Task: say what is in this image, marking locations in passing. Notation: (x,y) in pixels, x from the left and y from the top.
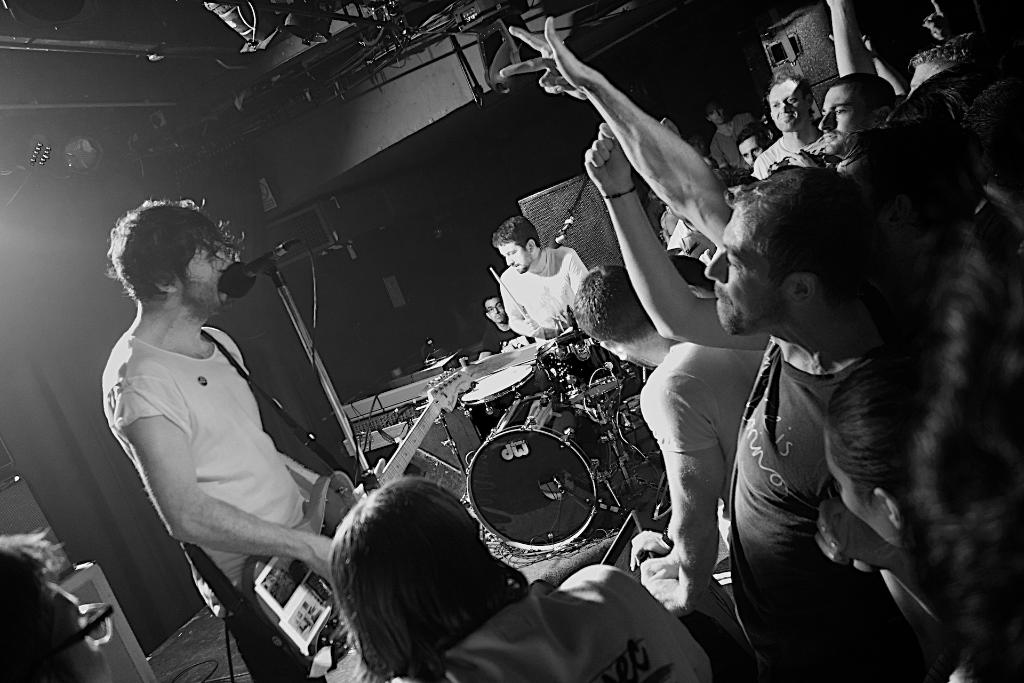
In the image there are group of people (248,447). On left side (290,422) there is a man (261,460) who is holding his guitar (320,584) in front of a microphone (227,285) and opened his mouth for singing. In middle (560,300) there is a man (547,299) who is playing his musical instrument (545,474) and there is another man (497,337) who is standing. From left to right there are group of people (718,238) as audience (566,602).
